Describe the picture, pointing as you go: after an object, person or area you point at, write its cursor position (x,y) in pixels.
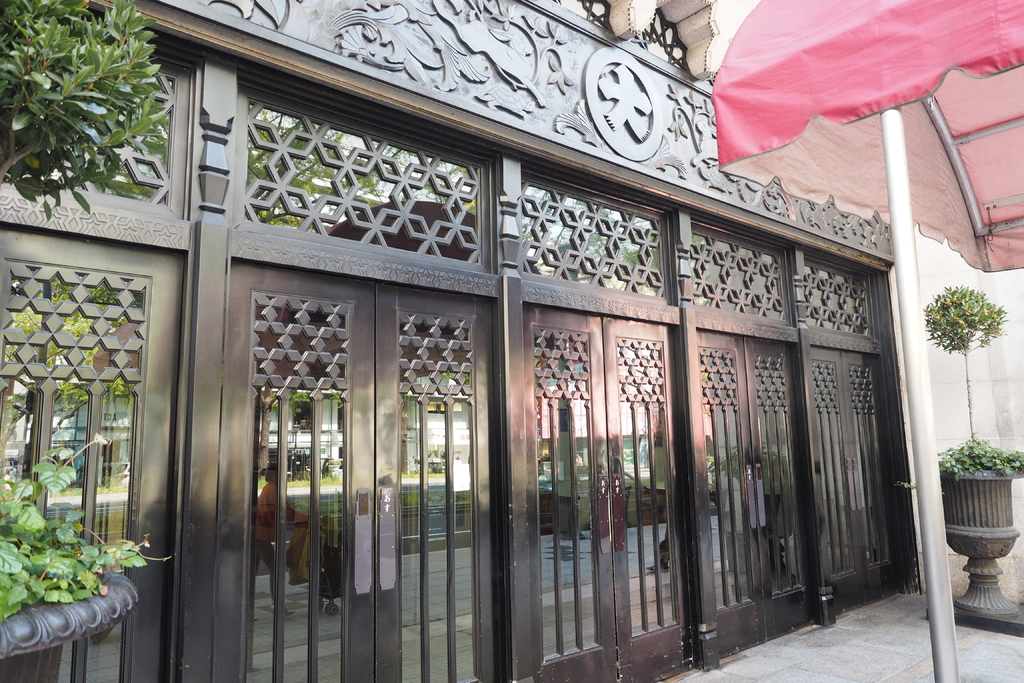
In this picture I see the doors (839,430) in front (424,389) and I see the plants (1001,452) on both the sides and on the right side of this picture (860,155) I see a pole (904,250) on which there is a cloth (943,103) and I see few rods (967,138).
